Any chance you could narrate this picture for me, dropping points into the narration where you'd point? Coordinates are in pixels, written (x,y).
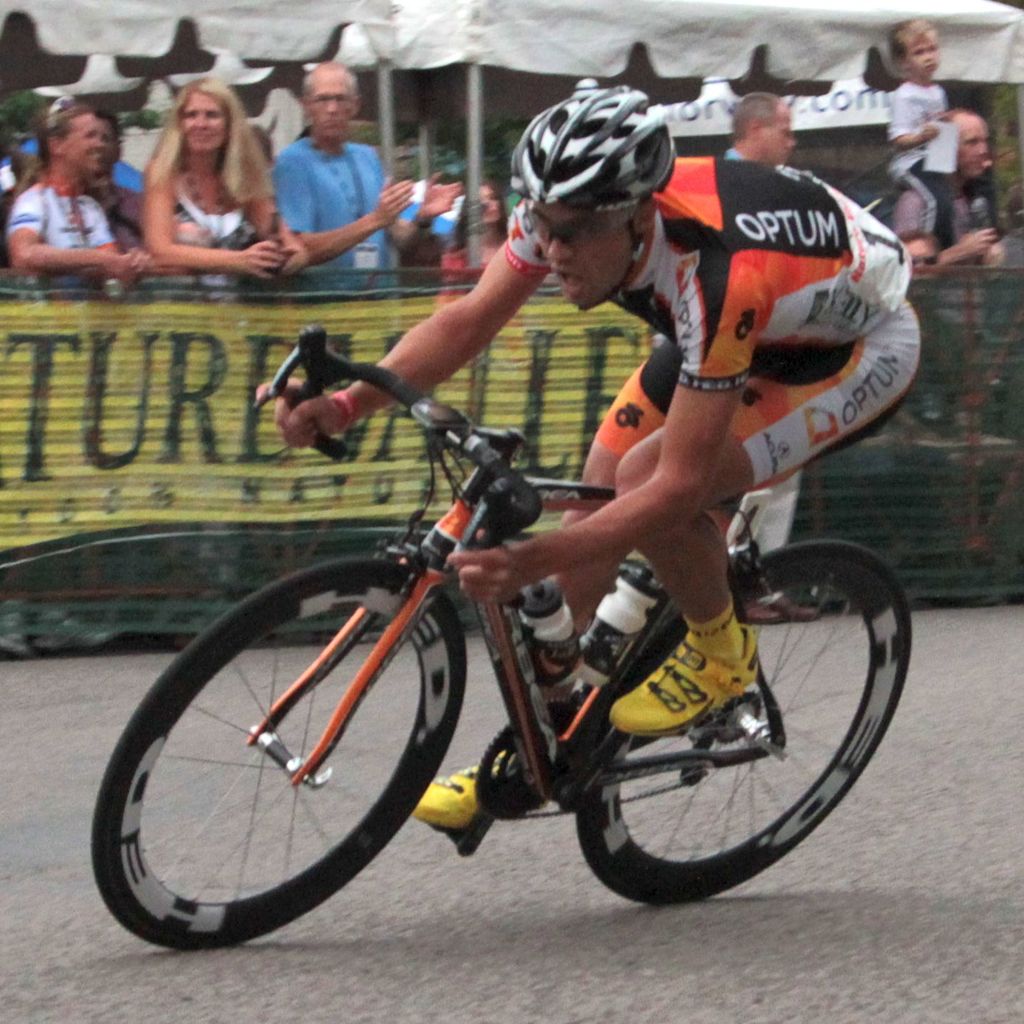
The person (759,282) wearing orange dress (758,305) is riding a bicycle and there are audience (304,169) standing beside him.
